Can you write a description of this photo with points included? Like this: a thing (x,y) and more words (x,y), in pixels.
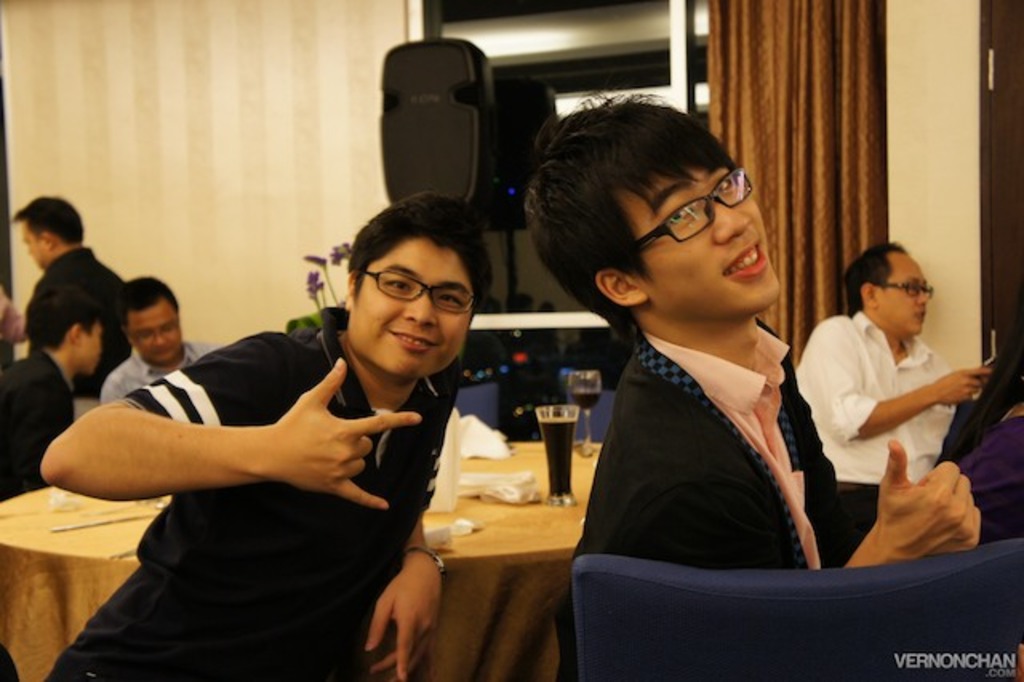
In this image there are people (655,506), some are standing and someone sitting. There are chairs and tables (539,593). There are glasses (563,477) and tissues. There is a wall (176,8) with glass window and curtain (758,182).
